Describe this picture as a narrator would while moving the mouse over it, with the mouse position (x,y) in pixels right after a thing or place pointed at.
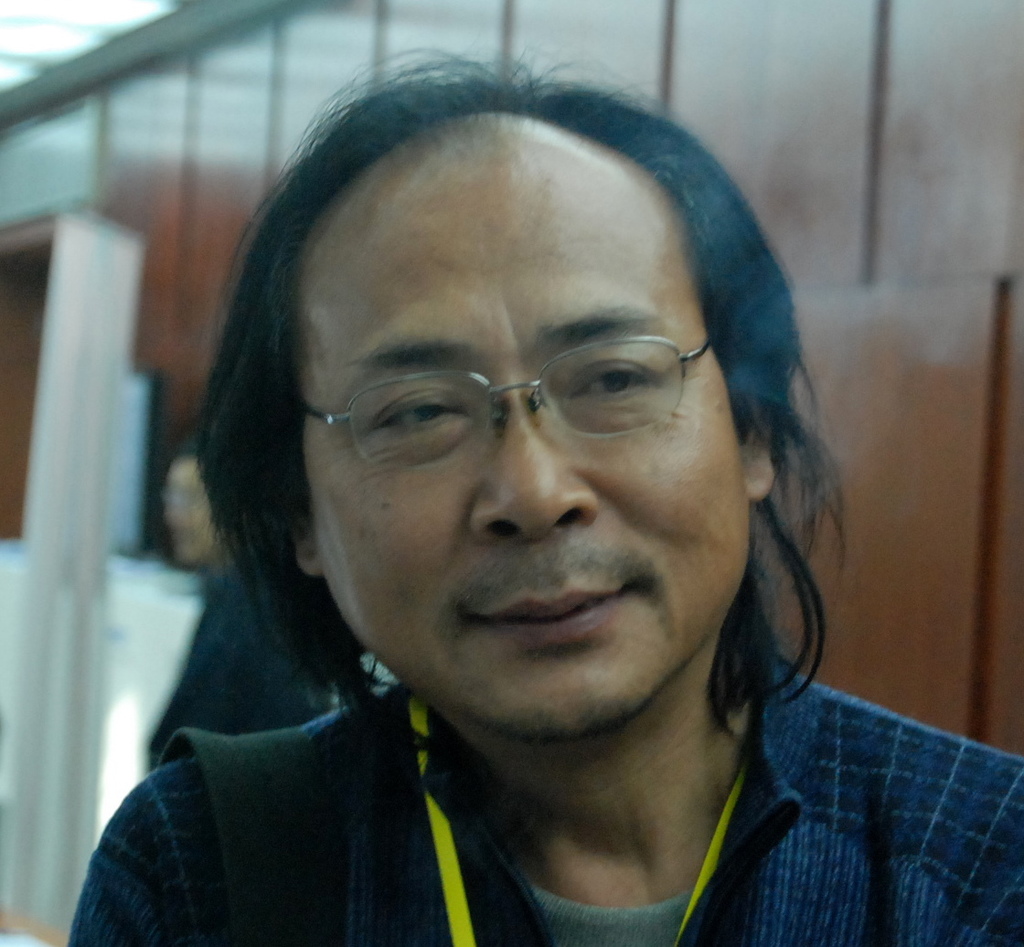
Here I can see a man (412,534) smiling and looking at the right side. At the back of him there is another person (232,611). On the left side (58,651), I can see white color objects (101,597). In the background (437,36) there is a wooden wall (525,37).
